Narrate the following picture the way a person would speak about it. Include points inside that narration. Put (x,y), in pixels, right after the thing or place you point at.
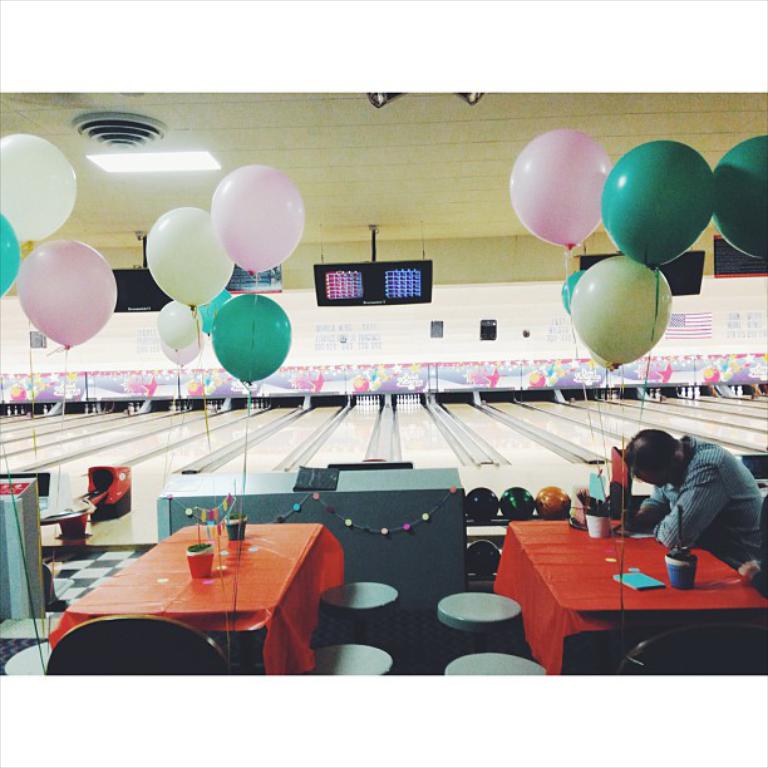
This picture is clicked inside a room (459,315). In the front of the image (218,587) there are two tables (310,577) and stools (445,607). To the right corner of the image (701,515) there is a person (713,507) sitting at the table (713,561). On the table (726,566) there are cups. There are balloons (603,314) the front of the image. Behind the person (713,497) there is a bowling floor (359,430). There is a tube light (158,170) to the ceiling (374,181) and in the background (374,343) there is a wall (360,343).
